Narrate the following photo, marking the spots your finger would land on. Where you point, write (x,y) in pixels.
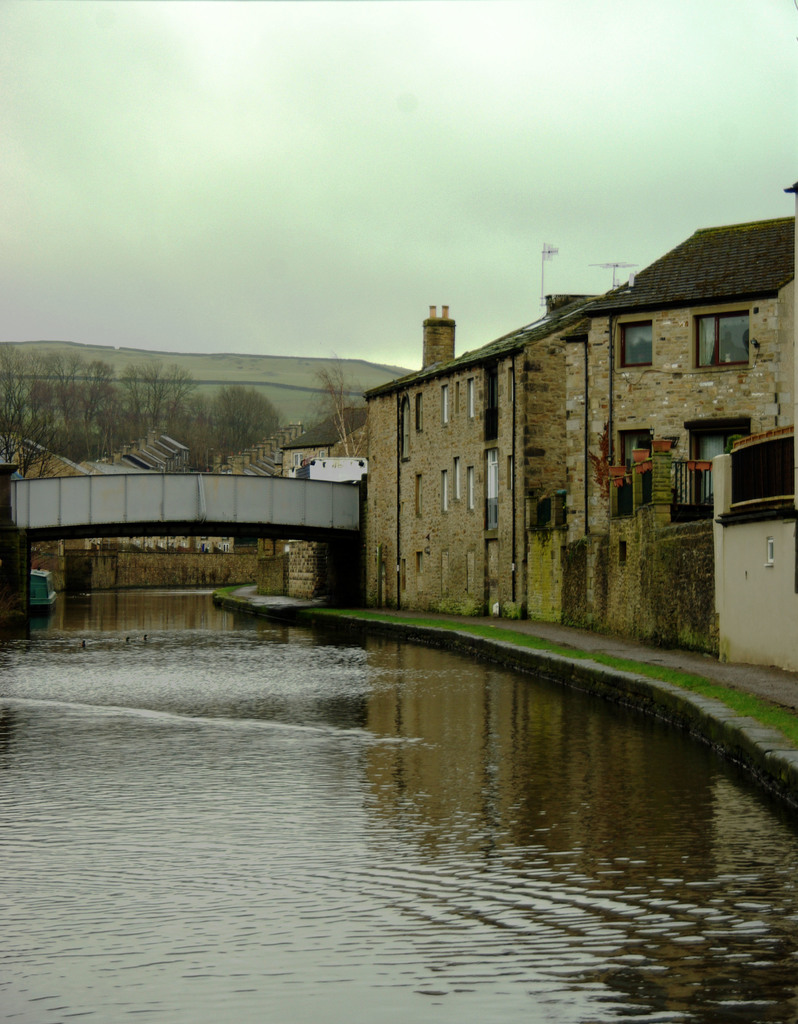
In the foreground (239,755) I can see water (364,809), fence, grass (659,674) and buildings (553,603). In the background (141,513) I can see a bridge (151,509), trees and mountains (224,382). On the top (255,323) I can see the sky (255,323). This image is taken during a day.
